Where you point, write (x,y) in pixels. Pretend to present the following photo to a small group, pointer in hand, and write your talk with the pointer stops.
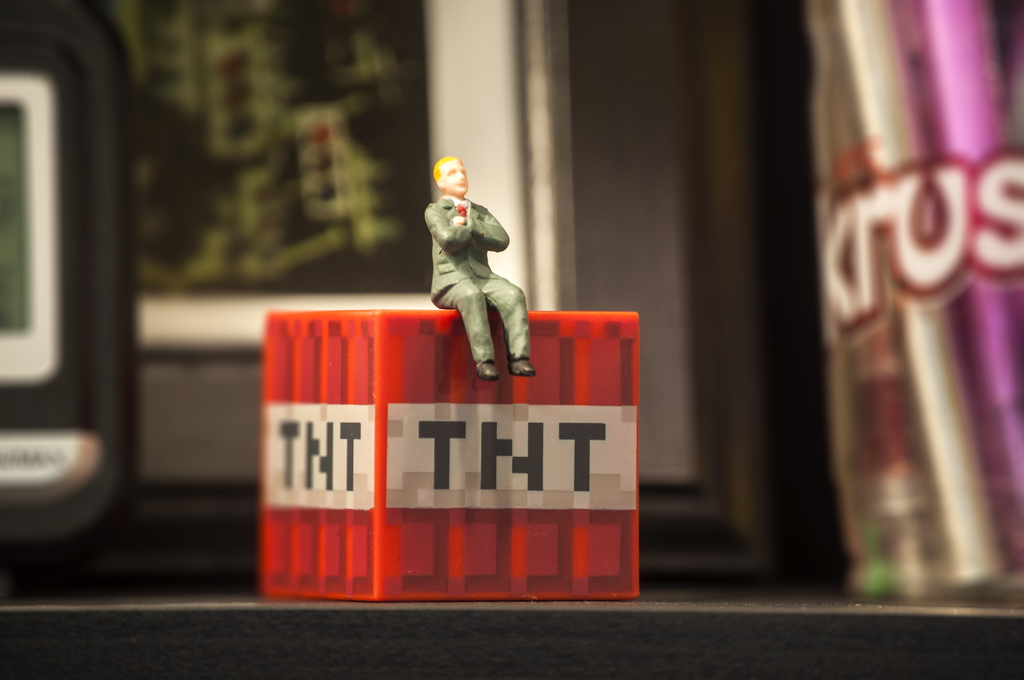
Here in this picture we can see a miniature doll (474,277) present on a box (450,463), which is present on that table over there and on the table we can see a tin (953,183) present and on the wall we can see portrait (554,161) present and on the left side (104,52) we can see an electronic equipment (62,38) present over there.
